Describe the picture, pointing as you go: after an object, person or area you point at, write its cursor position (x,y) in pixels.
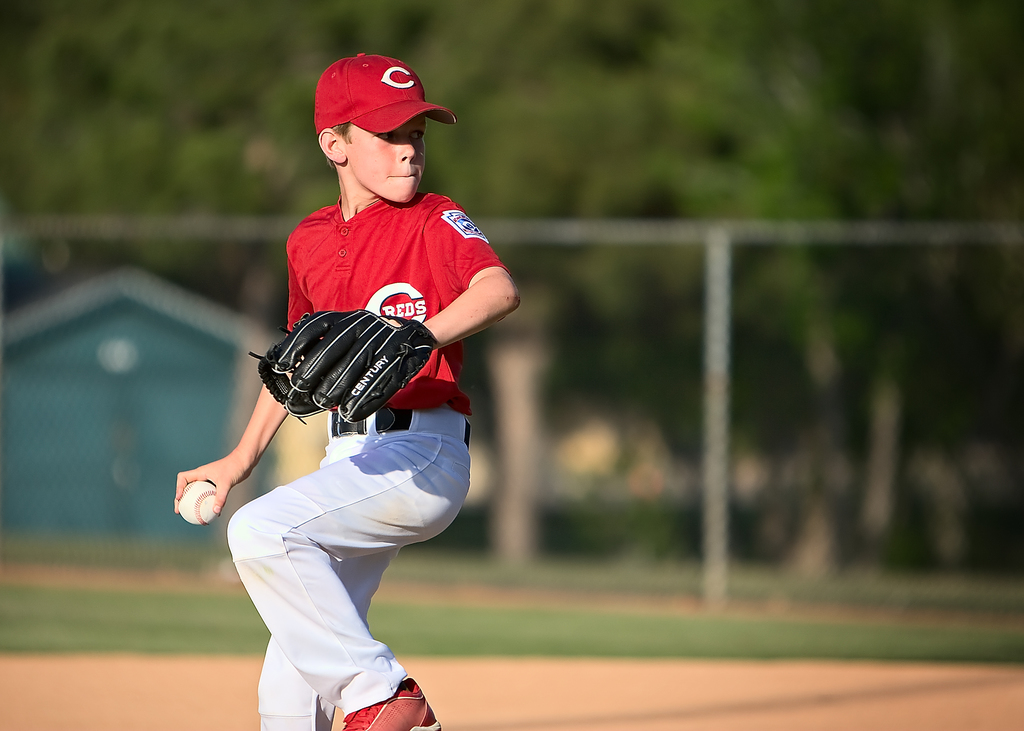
In this image we can see a boy (360,443) holding a ball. Behind the boy (307,547) we can see the grass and trees (700,349). The background of the image (183,441) is blurred.
